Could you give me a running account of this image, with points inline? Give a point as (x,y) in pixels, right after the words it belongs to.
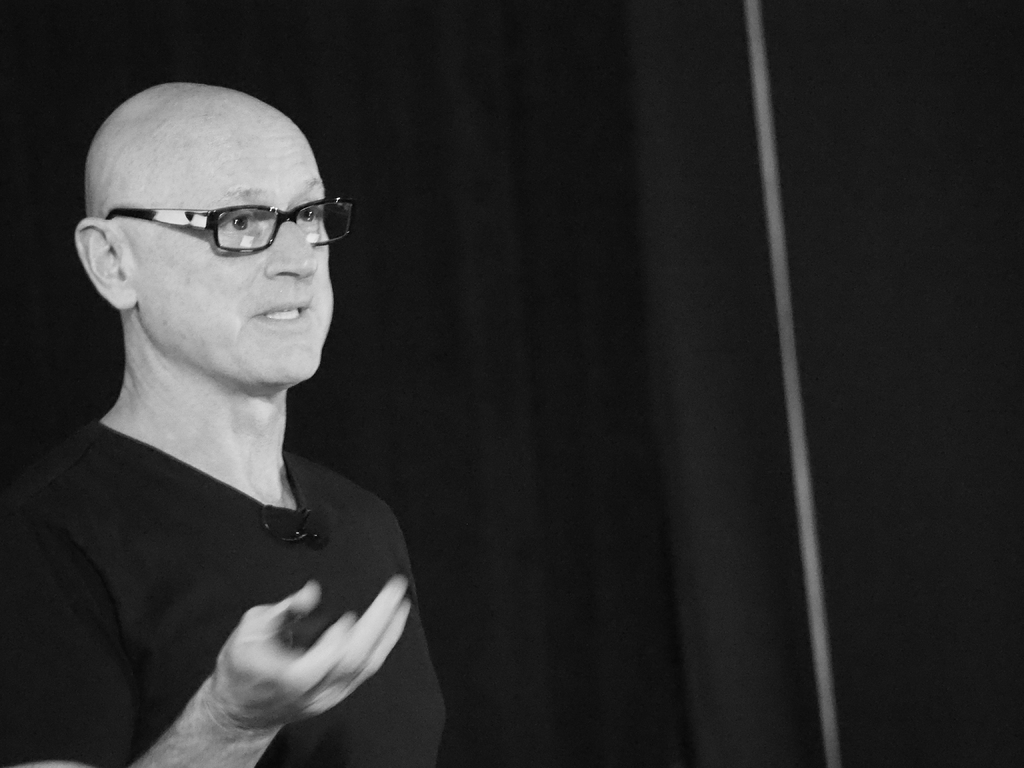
In this image on the left side (200,222) there is one man (247,434) is wearing spectacles (161,220) and talking, and in the background (575,115) there is a black curtain (538,449).
